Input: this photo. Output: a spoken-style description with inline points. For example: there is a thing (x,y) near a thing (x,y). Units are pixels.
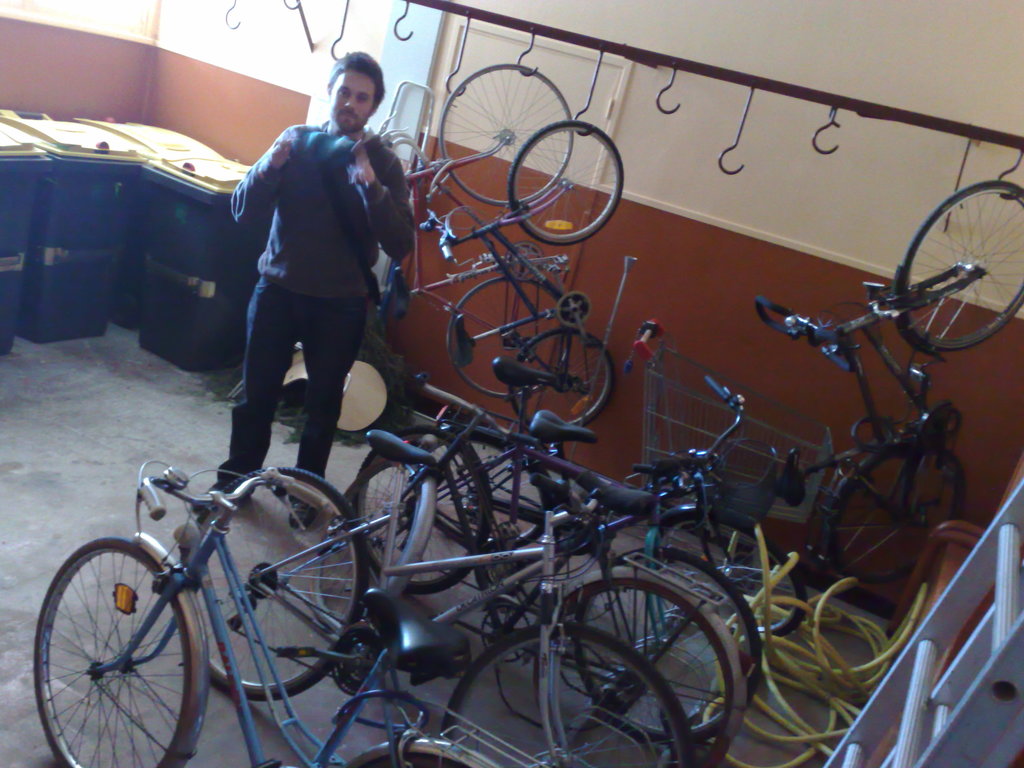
In this image we can see a man (301,266) standing and there are many bicycles (391,596) placed in a row. In the background (535,323) we can see bicycles (898,284) on the stand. On the left (198,173) there are bins (133,234). In the background (731,9) there is a wall (546,48).
